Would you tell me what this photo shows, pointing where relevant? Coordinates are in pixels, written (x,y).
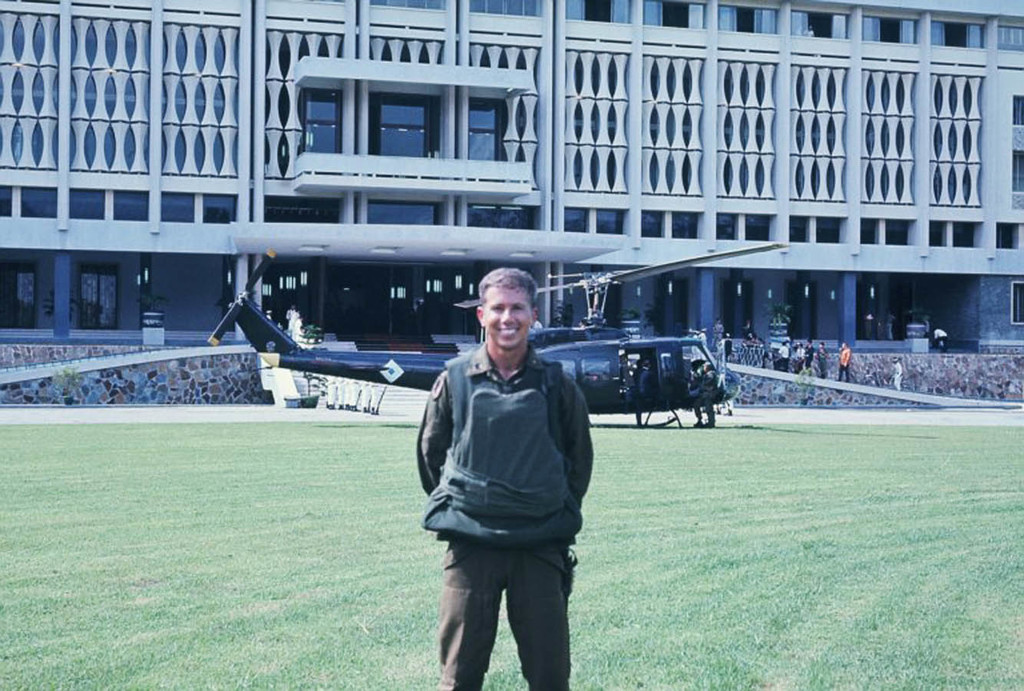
This picture describes about group of people (527,447), in the middle of the image (558,435) we can see a man (542,463), he is standing on the grass (612,578) and he is smiling, in the background (680,403) we can see a helicopter (659,361) and a building (667,179).
